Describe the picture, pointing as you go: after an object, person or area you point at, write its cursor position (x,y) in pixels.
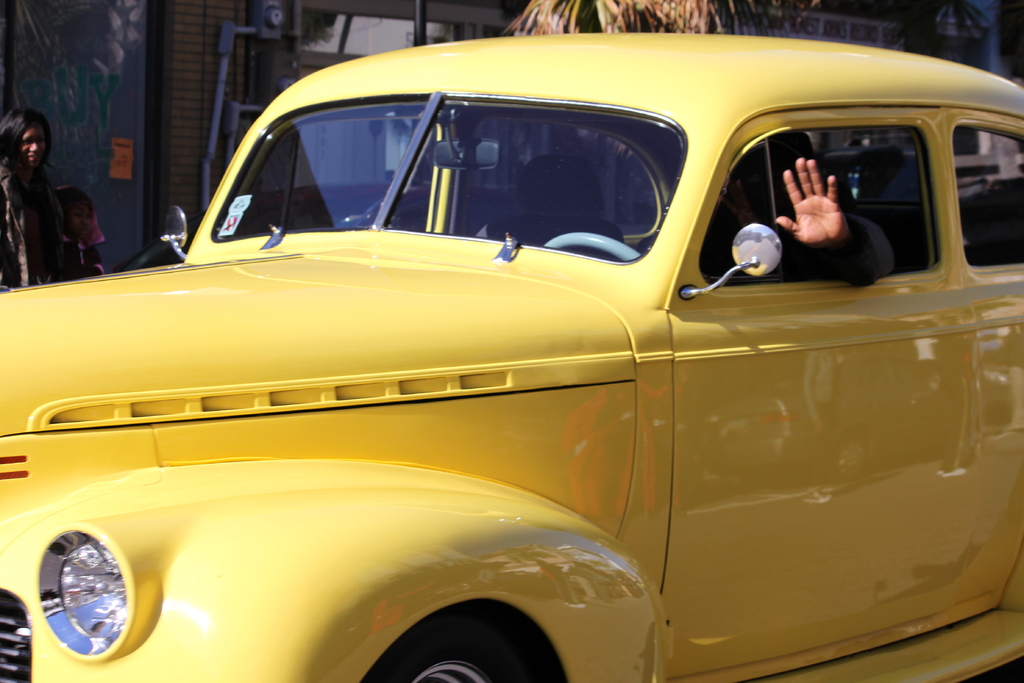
In this picture I can see a person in a yellow color vehicle (608,252), there are two persons (16,138) standing, and in the background (853,20) there are trees (568,11) and a building (211,40).
